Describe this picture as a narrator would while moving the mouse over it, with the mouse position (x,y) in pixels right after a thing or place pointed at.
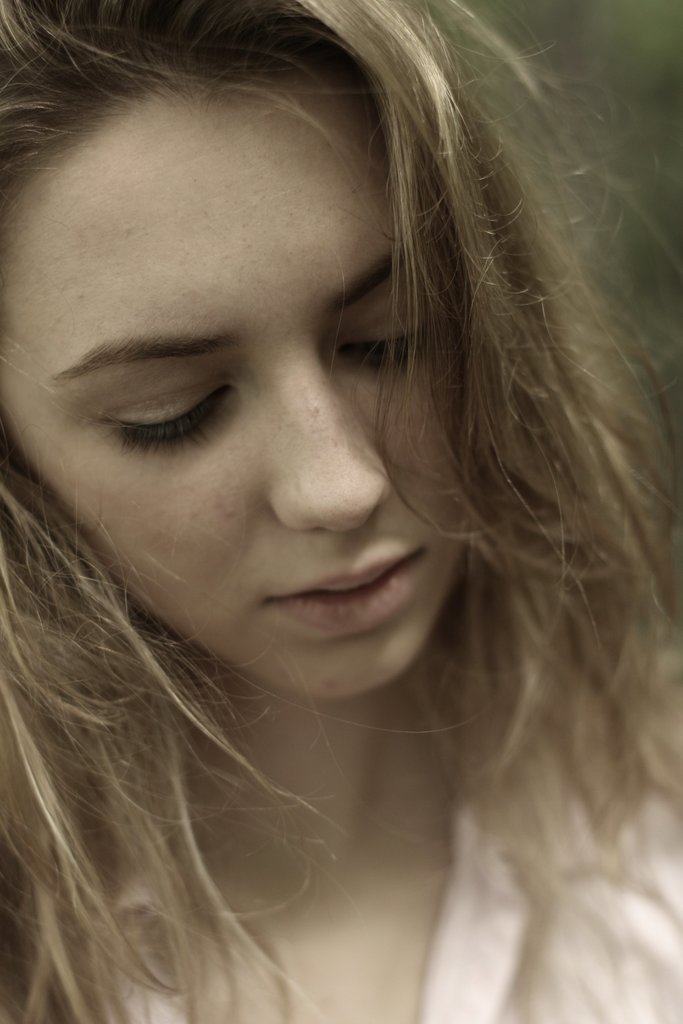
In this image there is a girl (299,611).
